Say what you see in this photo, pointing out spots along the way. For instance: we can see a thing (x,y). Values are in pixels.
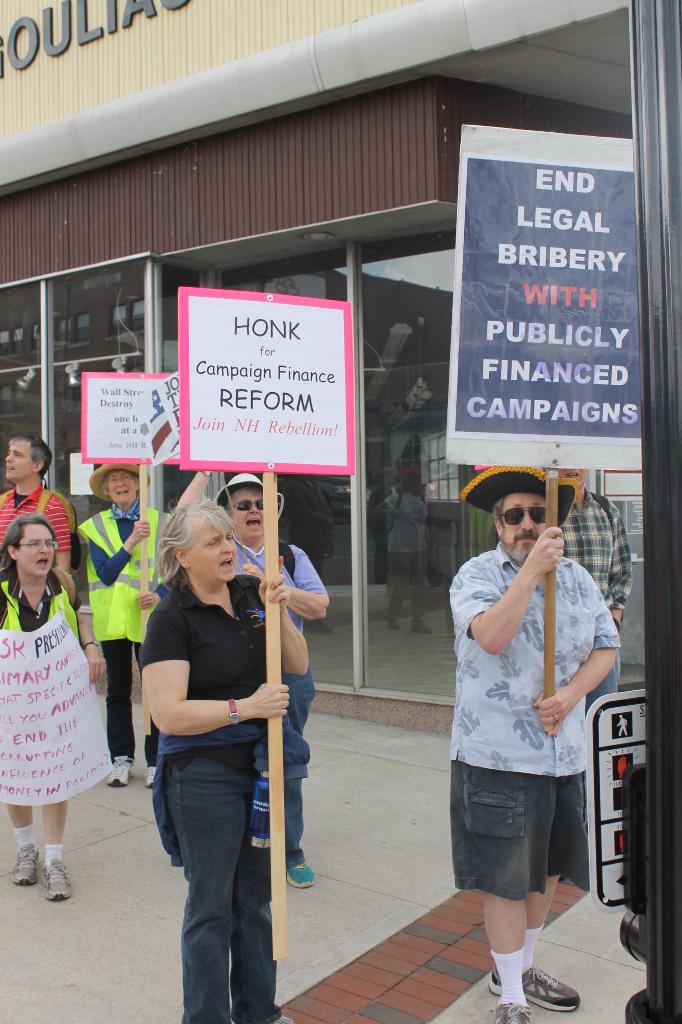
In this picture, I can see a group of people (515,509) holding few boards (102,378) and there is something written on it and behind this group of people (57,523), I can see small store (148,301) and sidewalk (95,954).
